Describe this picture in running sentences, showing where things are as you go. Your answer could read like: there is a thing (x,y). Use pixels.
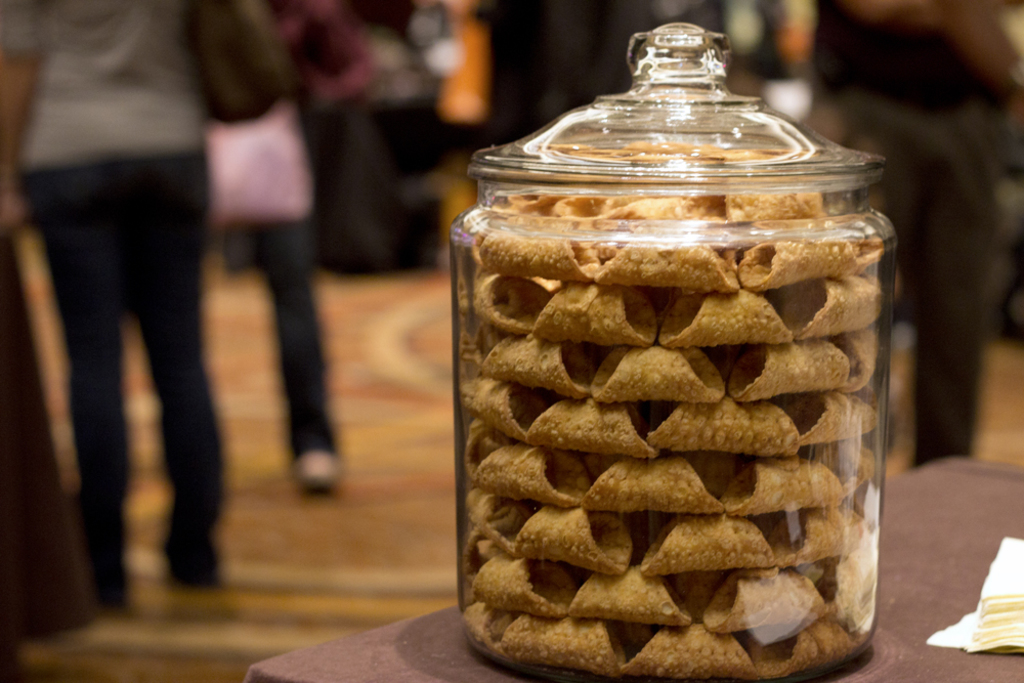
In this image, There is a table (950,526) on that table (950,526) there is a glass jar (673,514), In that glass jar (673,514) there is some food items (658,373), in the background (431,364) there are some people (195,115) standing and there is a floor (261,476) in yellow color.
